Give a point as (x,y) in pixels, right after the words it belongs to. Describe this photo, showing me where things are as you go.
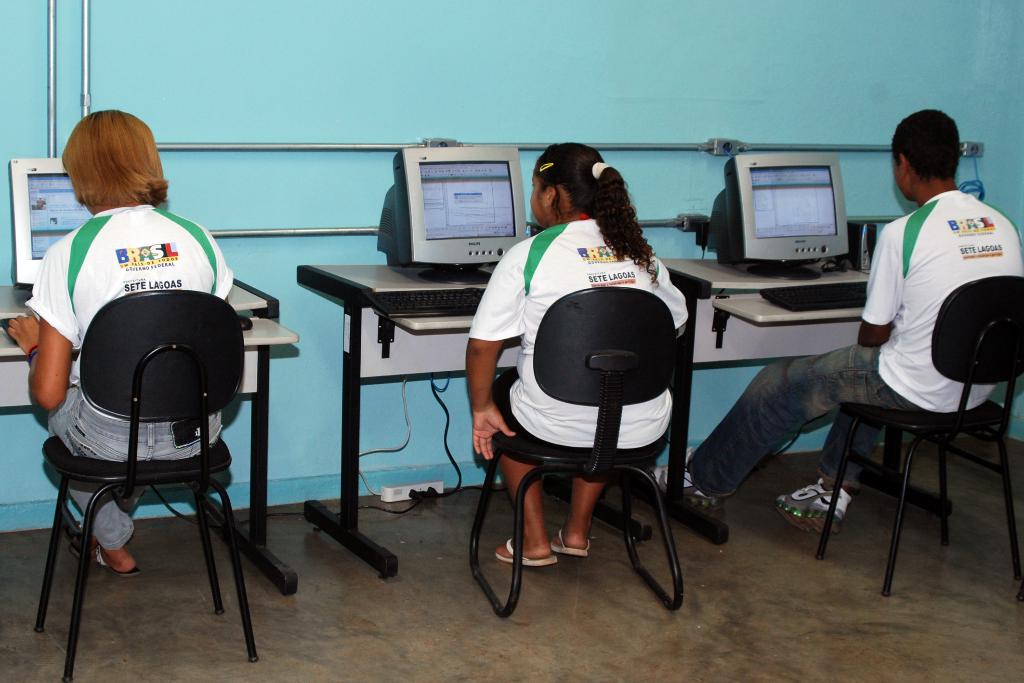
In this image I can see three people (193,452) are sitting on a chair (650,397) in front of a table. On the table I can see there are three monitors (499,222) on it.
